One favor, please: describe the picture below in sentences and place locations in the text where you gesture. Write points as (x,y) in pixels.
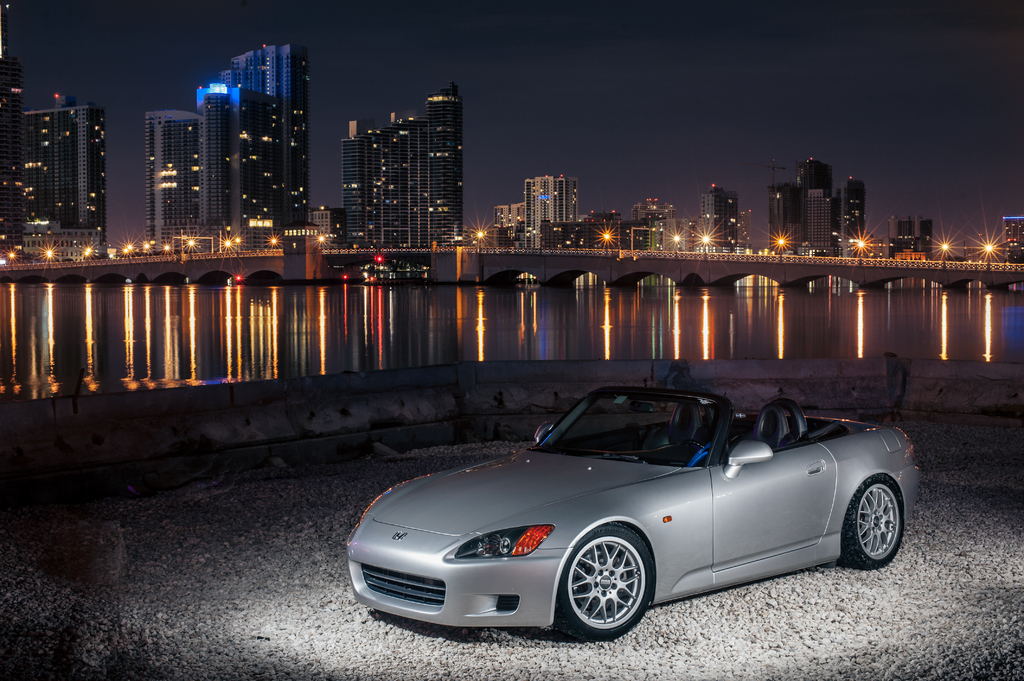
In this image in the front (608,478) there is a car (520,511) on the road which is silver in colour. In the center (412,354) there is water (447,330) and there is a bridge (694,254), on the bridge (671,261) there are lights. In the background (495,242) there are buildings (393,183).
